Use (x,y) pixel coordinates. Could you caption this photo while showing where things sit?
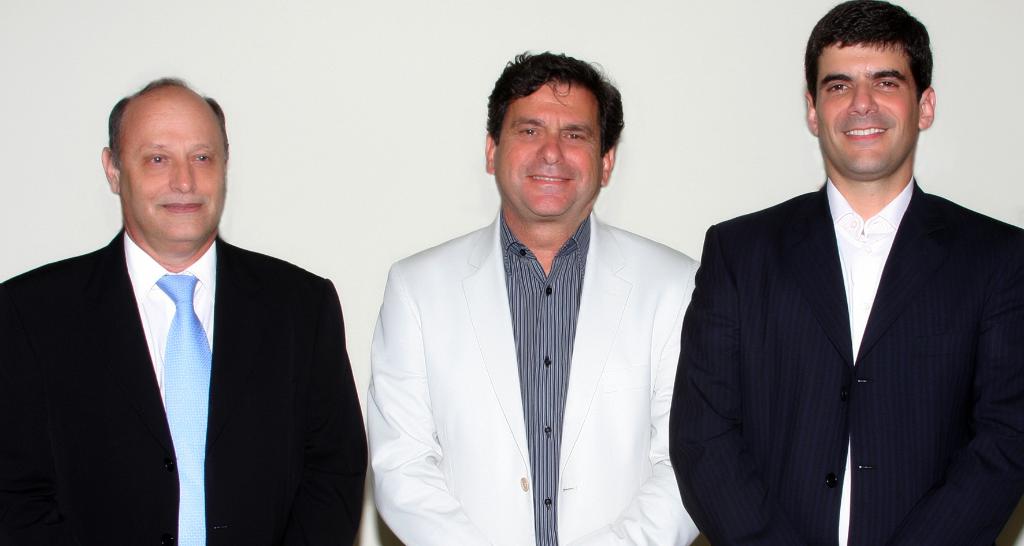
The picture consists of three persons (611,257), they are smiling. In the background (489,58) there is wall (254,210).
